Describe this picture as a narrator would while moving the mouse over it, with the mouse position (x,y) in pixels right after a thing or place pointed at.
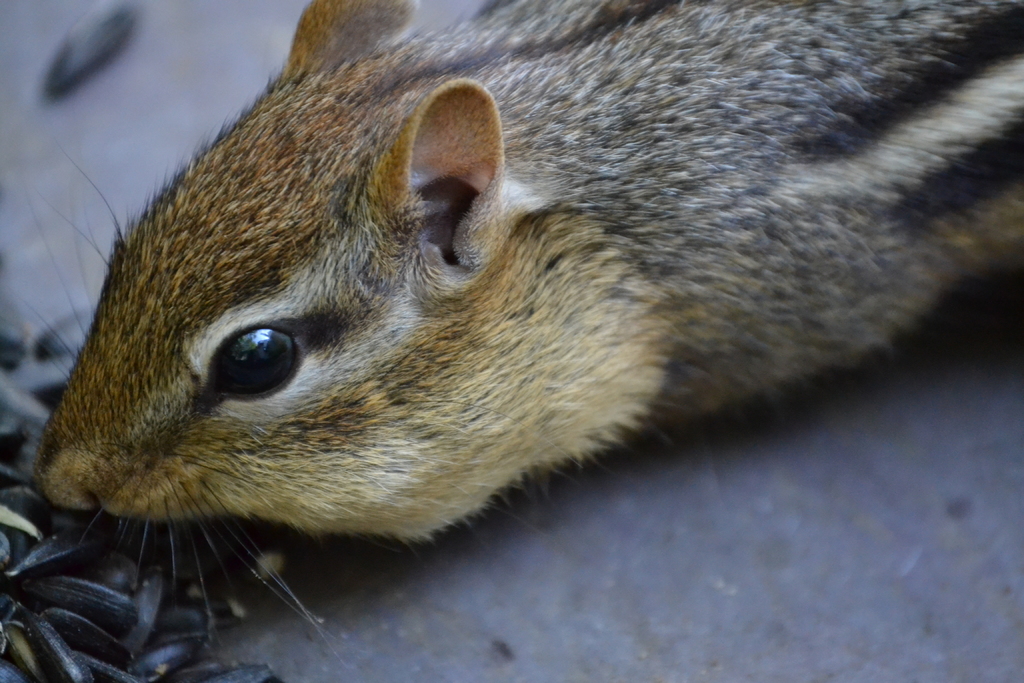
In this picture there is a squirrel (551,274) in the center of the image (485,258) and there are seeds (59,610) in the bottom side of the image (40,582).
